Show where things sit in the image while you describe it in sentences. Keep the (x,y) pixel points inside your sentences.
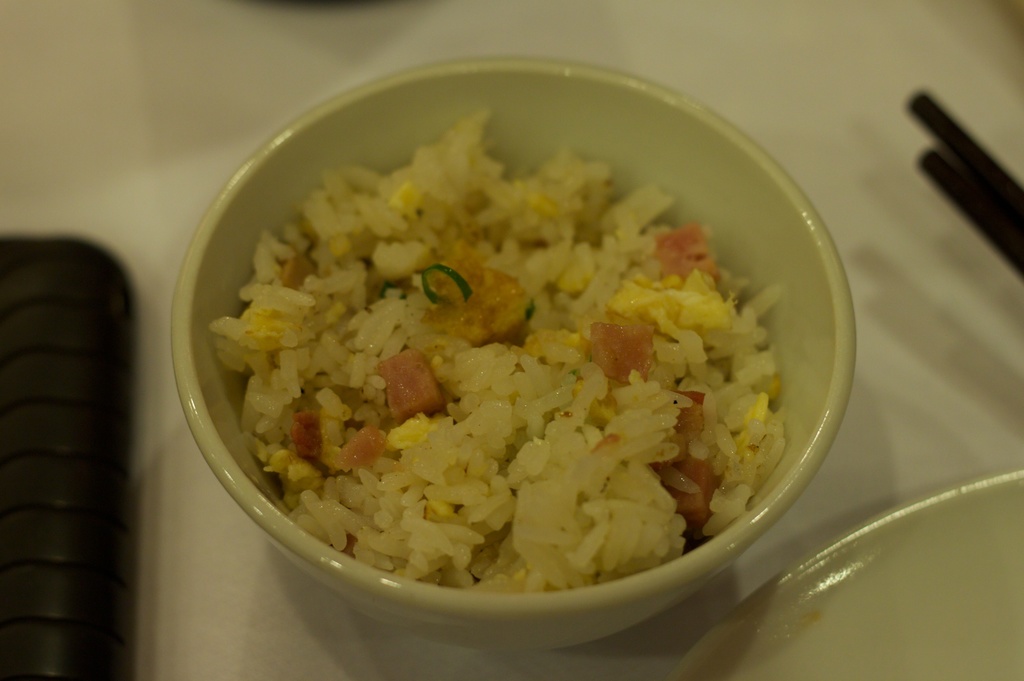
In this image I can see the bowl (492,597) with food (426,341). The food (432,503) is colorful and the bowl (607,611) is in cream color. To the side of the bowl (476,607) I can see the black color object (110,574) and another plate (844,559). These are on the white color surface (359,70).
